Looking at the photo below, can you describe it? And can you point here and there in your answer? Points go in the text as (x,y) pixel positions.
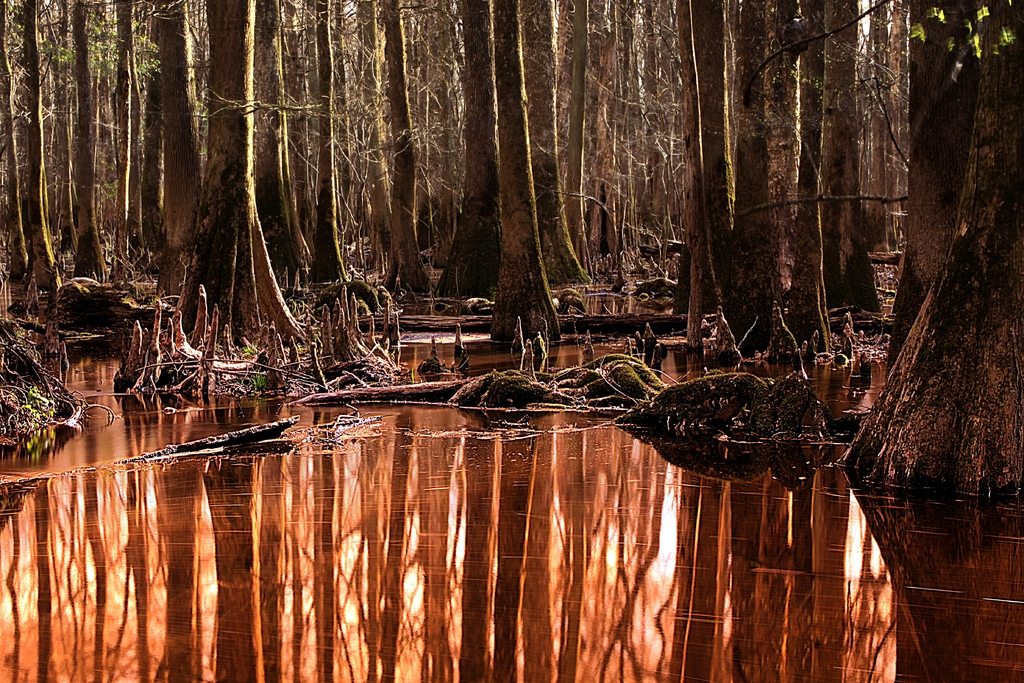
In the picture I can see trees (465,289), the water (463,552) and some other things (389,390).
